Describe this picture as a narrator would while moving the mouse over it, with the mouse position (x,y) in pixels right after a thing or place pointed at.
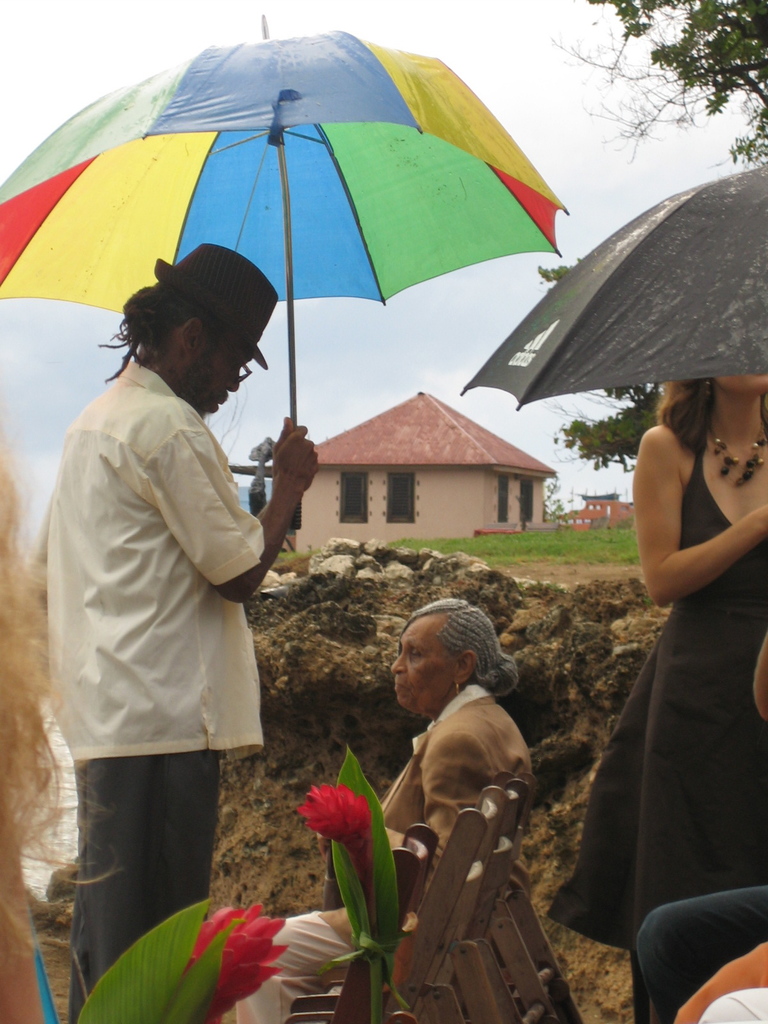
In the image I can see a person (435,749) who is sitting on the bench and to the side there are two people (702,779) who are holding the umbrellas (425,185) and also I can see a hut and two flowers (240,972).
